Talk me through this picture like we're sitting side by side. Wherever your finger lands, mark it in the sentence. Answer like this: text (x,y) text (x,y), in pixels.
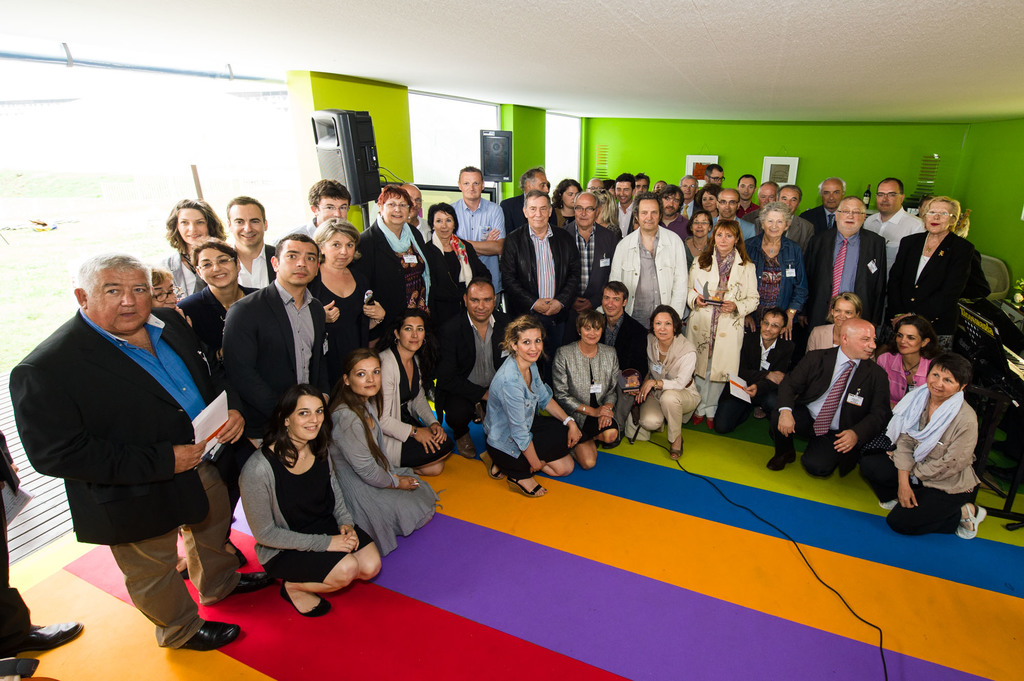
In this picture we can see some people (149,432) standing and some people (943,371) sitting, in the background (836,165) there is a wall (675,132), we can see speakers (362,175) here, a man (161,436) on the left side (211,436) is holding a paper (219,425).
